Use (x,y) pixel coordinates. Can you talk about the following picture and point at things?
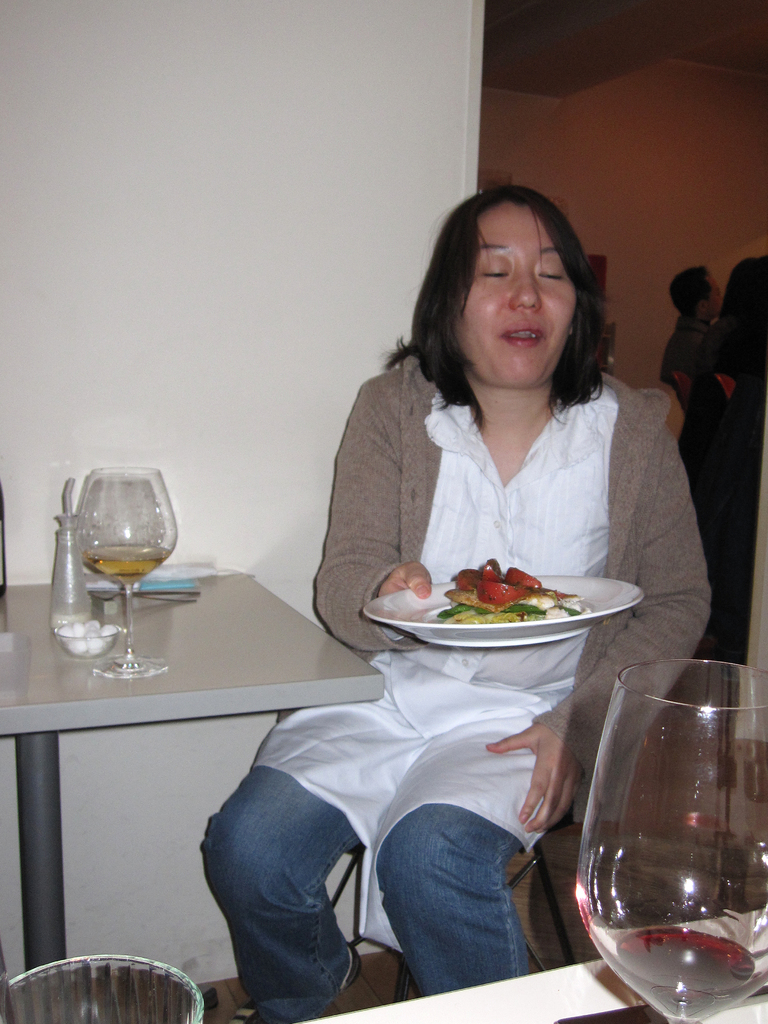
In this picture we can see woman (555,551) sitting on chair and holding plate (533,636) in her hand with food (503,593) in it and beside to her we have table (229,608) and on table (326,666) we can see glass (106,566), bowl (82,648) and in the background (343,220) we can see two persons (686,319), wall (637,278).
